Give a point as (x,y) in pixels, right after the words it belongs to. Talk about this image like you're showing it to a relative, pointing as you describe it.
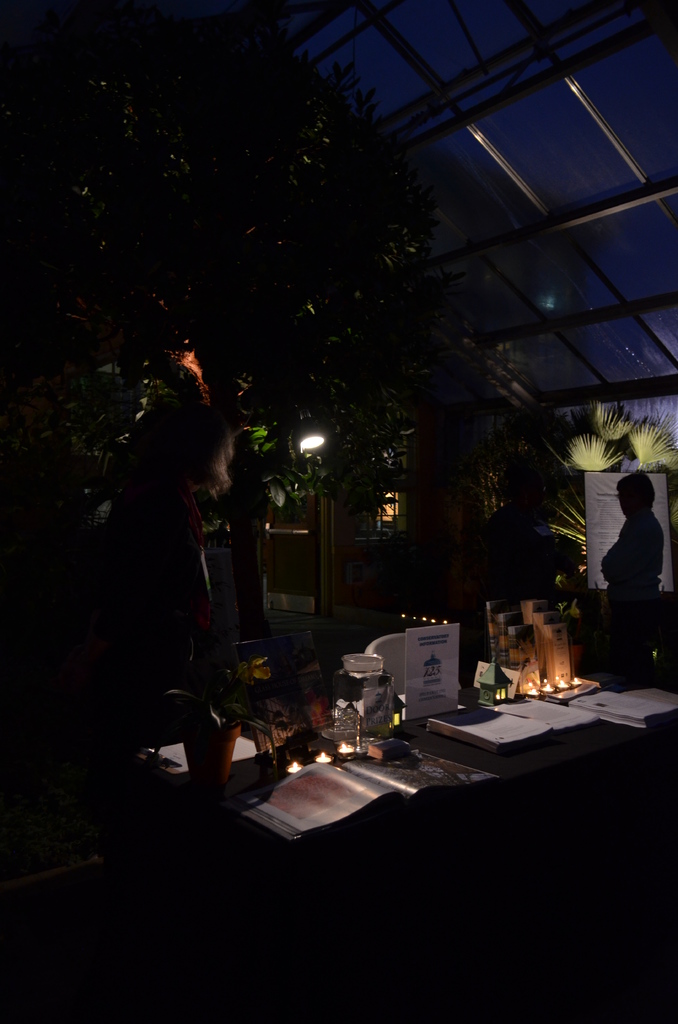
In this image we can see books (652,704), jars (362,691) and some things (449,679) are placed on the table (345,761). In the background (383,345) we can see trees (374,343) and few people (543,579) standing.
